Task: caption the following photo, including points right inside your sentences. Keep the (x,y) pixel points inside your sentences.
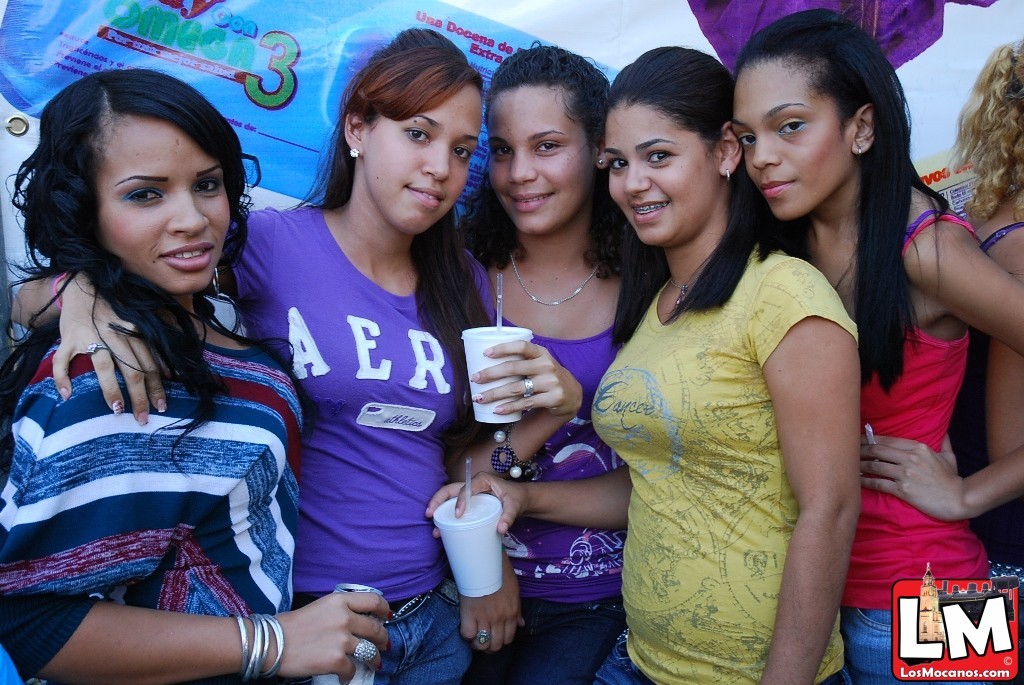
In this image I can see the group of people (390,527) with different color dresses (531,539). I can see few people (477,474) are holding the cups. In the background (293,145) I can see the banner (604,67).
